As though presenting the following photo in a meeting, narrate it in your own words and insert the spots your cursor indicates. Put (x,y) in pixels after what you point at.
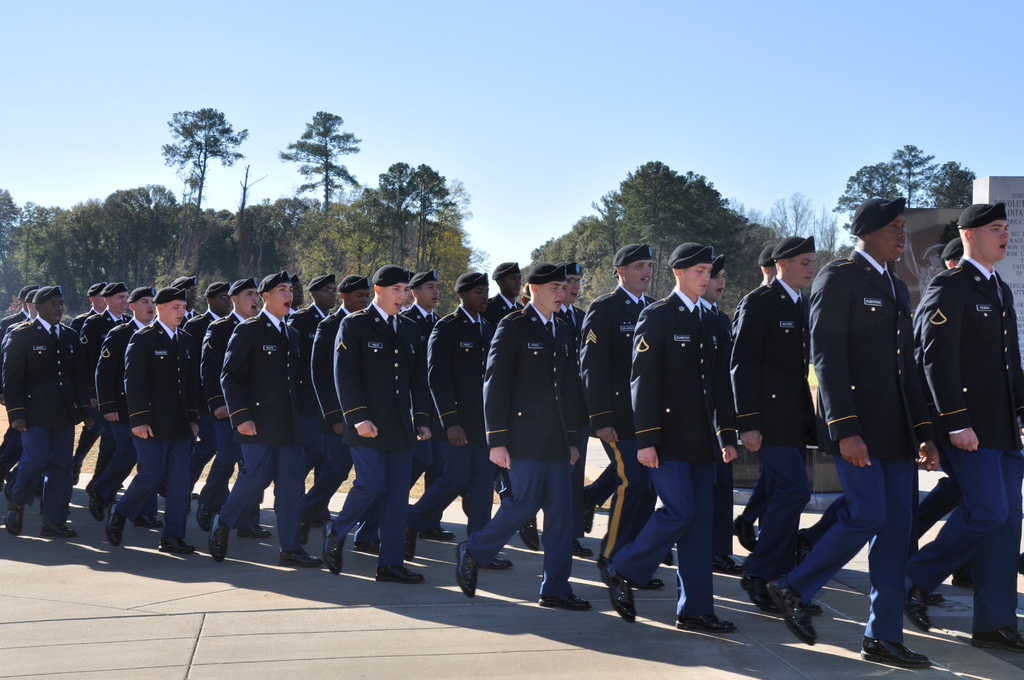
In the foreground of the picture (714,302) I can see a group of men (759,444) walking on the road (589,529) and looks like they are singing. They are wearing a black color coat (479,358) and there is a cap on their head (548,294). In the background (251,249), I can see the trees (232,253). The sky (635,133) is clear.
